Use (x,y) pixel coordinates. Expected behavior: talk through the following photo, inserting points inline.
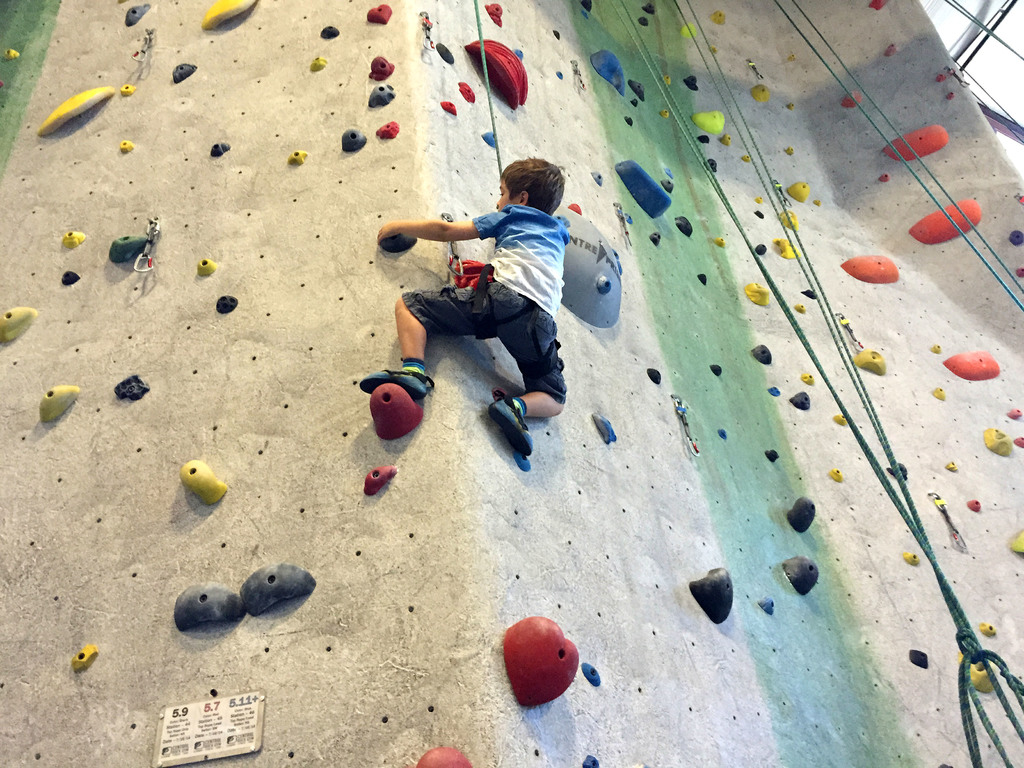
In the image a child (526,288) is climbing on the wall (583,357) with the help of a rope (482,39). On the wall (495,485) I can see stones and some other objects (288,578). Here I can see ropes (1021,288) and some other objects (958,69).
